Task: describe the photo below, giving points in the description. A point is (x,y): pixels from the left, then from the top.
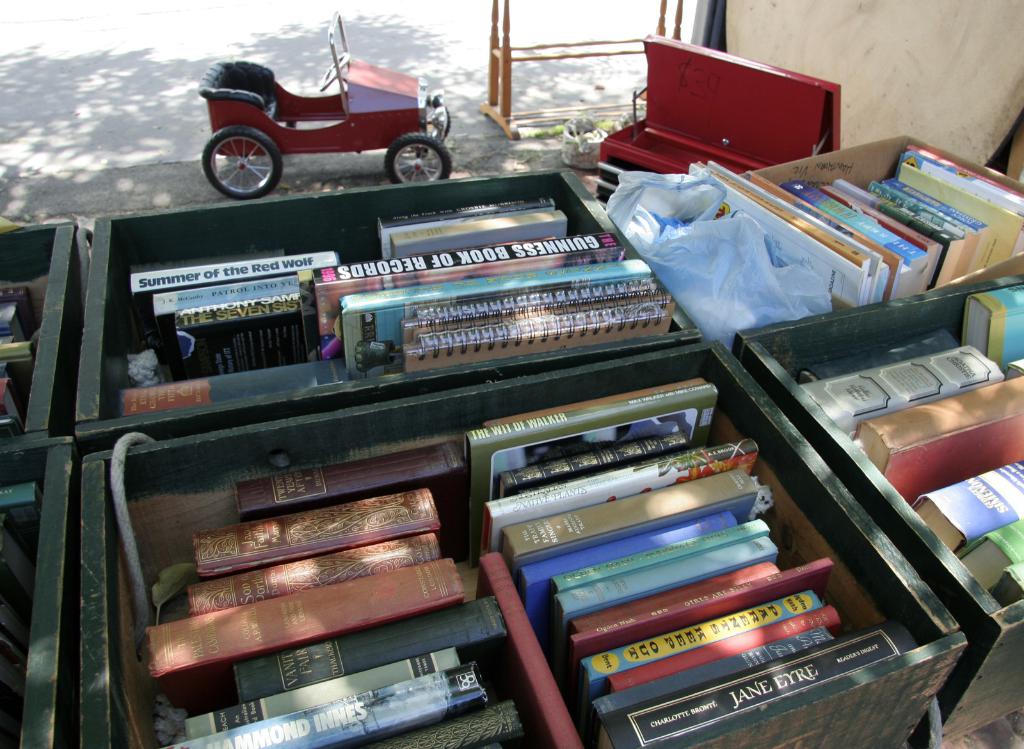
In this image I can see few books (233,289) in the boxes (840,740) and the books (496,334) are in multi color, background (431,125) I can see the vehicle (415,119) in red color and I can see some wooden object (502,75).
